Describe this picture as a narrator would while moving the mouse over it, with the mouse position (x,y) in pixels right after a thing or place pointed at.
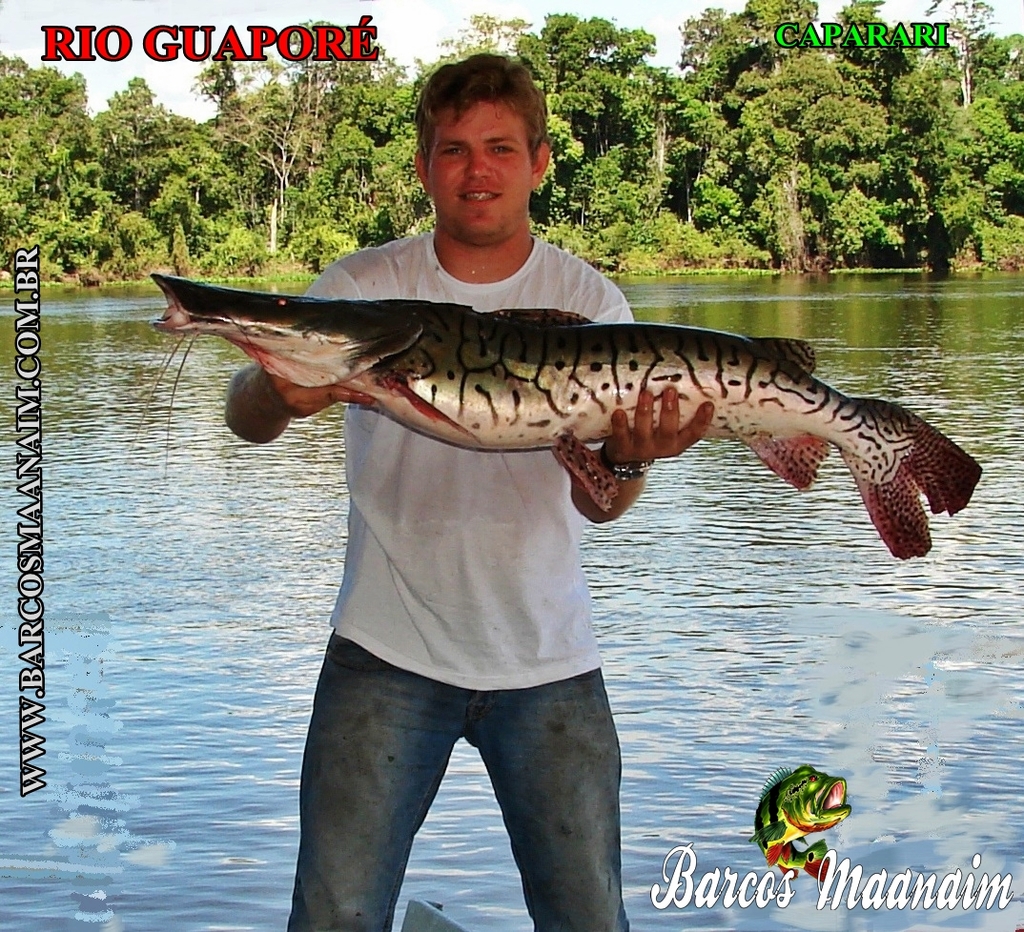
In this image there is a person (470,305) standing and holding a fish (609,389), and at the background (214,599) there is water (1008,778), trees (5,196), sky (433,4) and watermarks (176,49) on the image.
